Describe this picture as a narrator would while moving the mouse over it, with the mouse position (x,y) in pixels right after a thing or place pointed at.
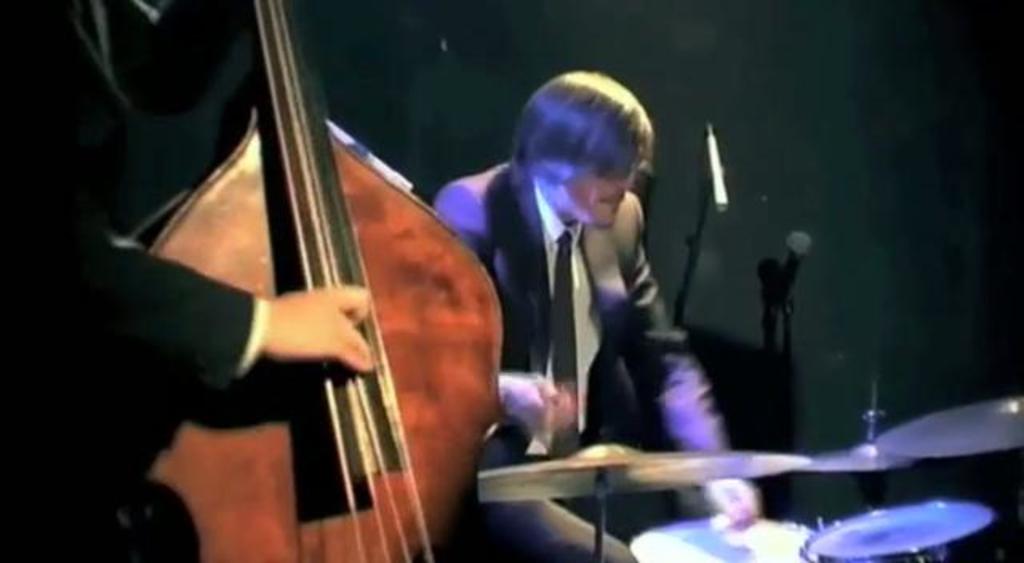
In this image we can see there are people (293,300). There are musical instruments (607,468) and a microphone (784,267).
